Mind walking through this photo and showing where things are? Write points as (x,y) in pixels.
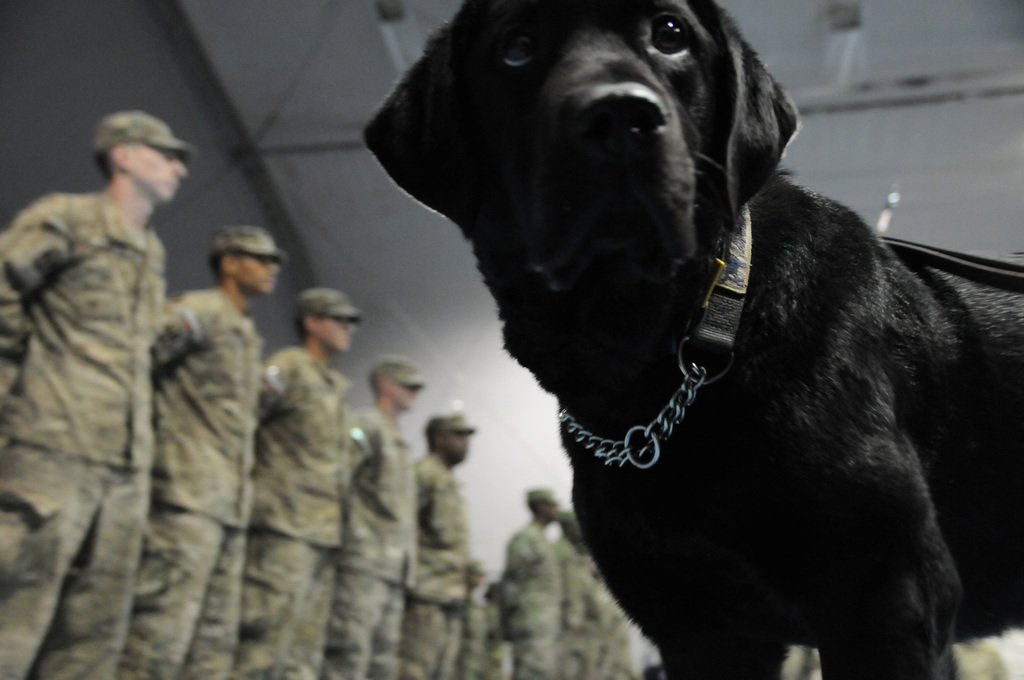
This image consists of a black dog (573,373). It has a belt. There are so many people (347,545) standing. They are wearing military dresses (241,539).
